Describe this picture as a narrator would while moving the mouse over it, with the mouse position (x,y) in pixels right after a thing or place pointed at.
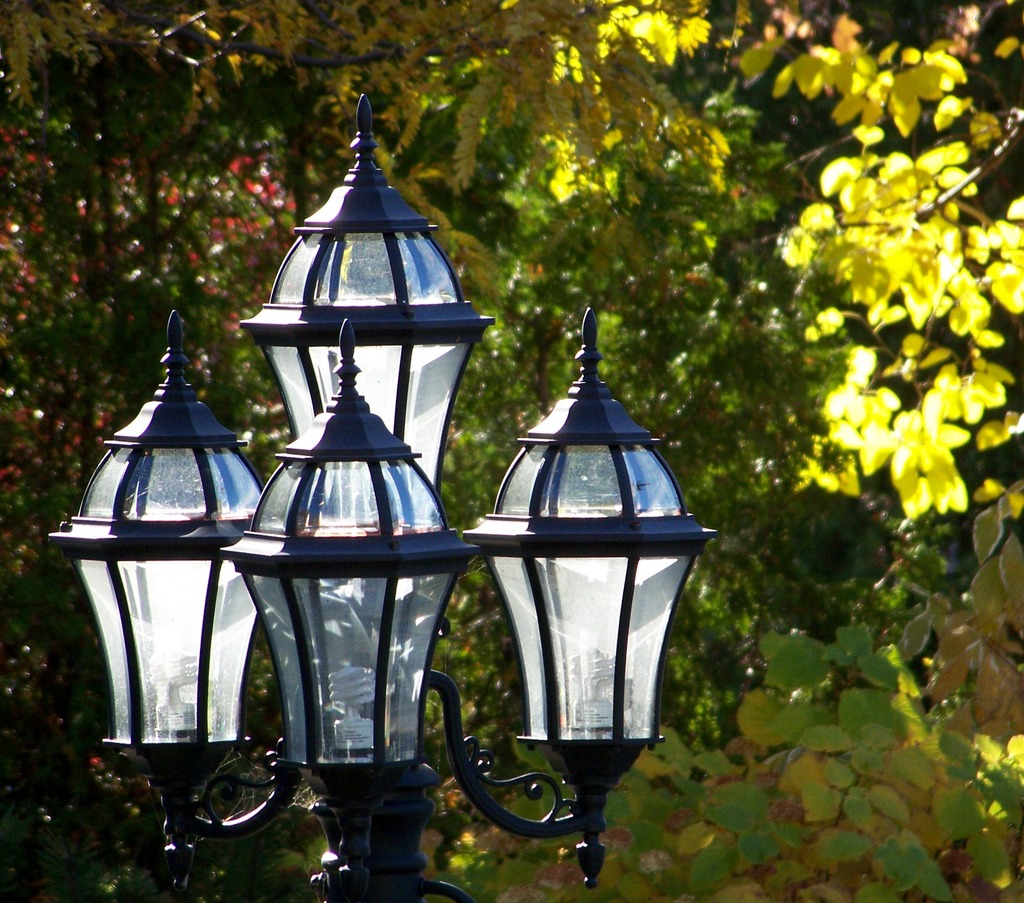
In this picture I can see the street lights (325,560). In the back (858,455) I can see the trees (758,232) and plants (967,736). On the right (853,178) I can see some leaves (988,756).
